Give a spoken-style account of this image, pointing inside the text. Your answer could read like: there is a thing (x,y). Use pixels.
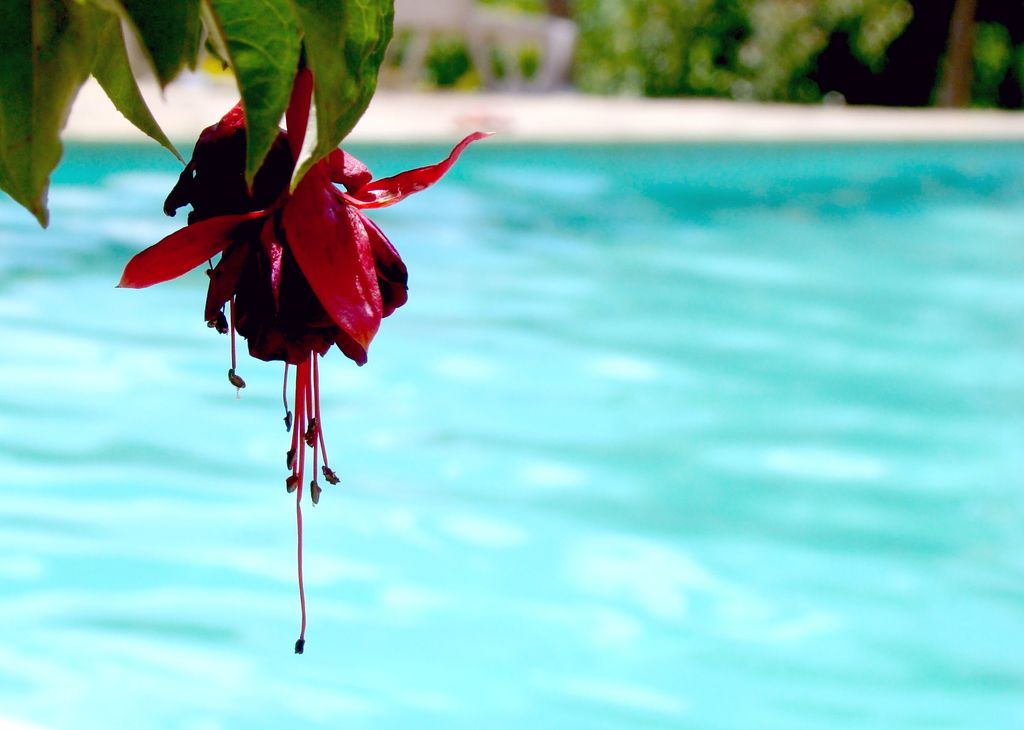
In this image we can see water (726,419). At the top (348,49) on the left side (293,301) we can see leaves (274,100) and a flower (283,248). In the background (637,62) the image is blur but we can see objects (574,49) and plants (624,76).
